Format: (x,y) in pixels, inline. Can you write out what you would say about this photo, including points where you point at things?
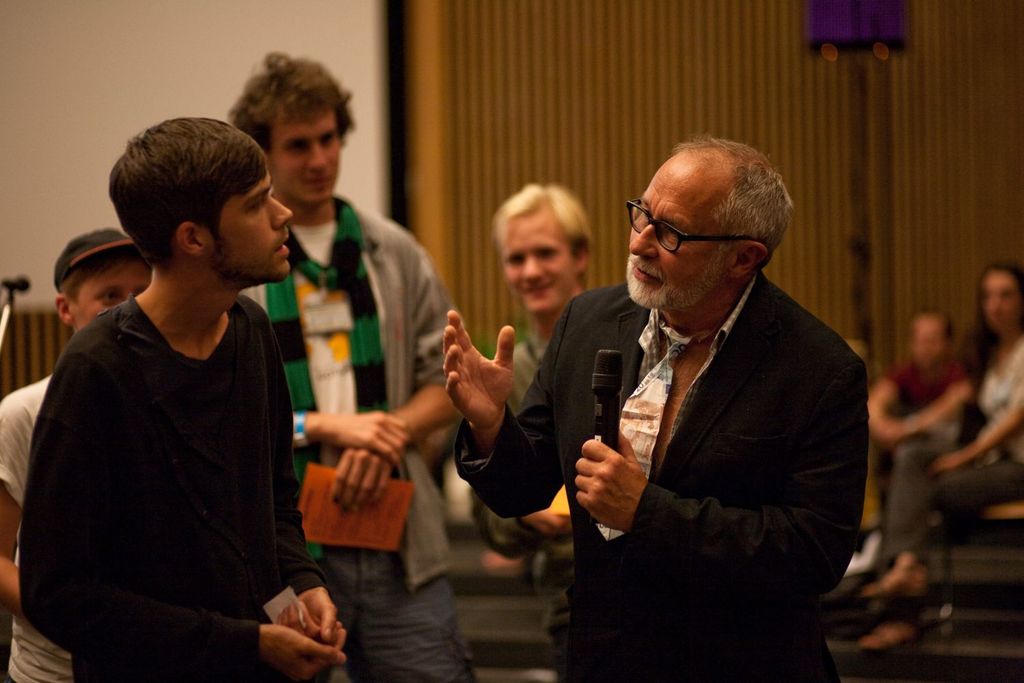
In this image I can see group of people (556,476) standing. In front (815,552) the person (704,442) is holding the microphone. In the background (97,42) the wall (118,60) is in white color.
